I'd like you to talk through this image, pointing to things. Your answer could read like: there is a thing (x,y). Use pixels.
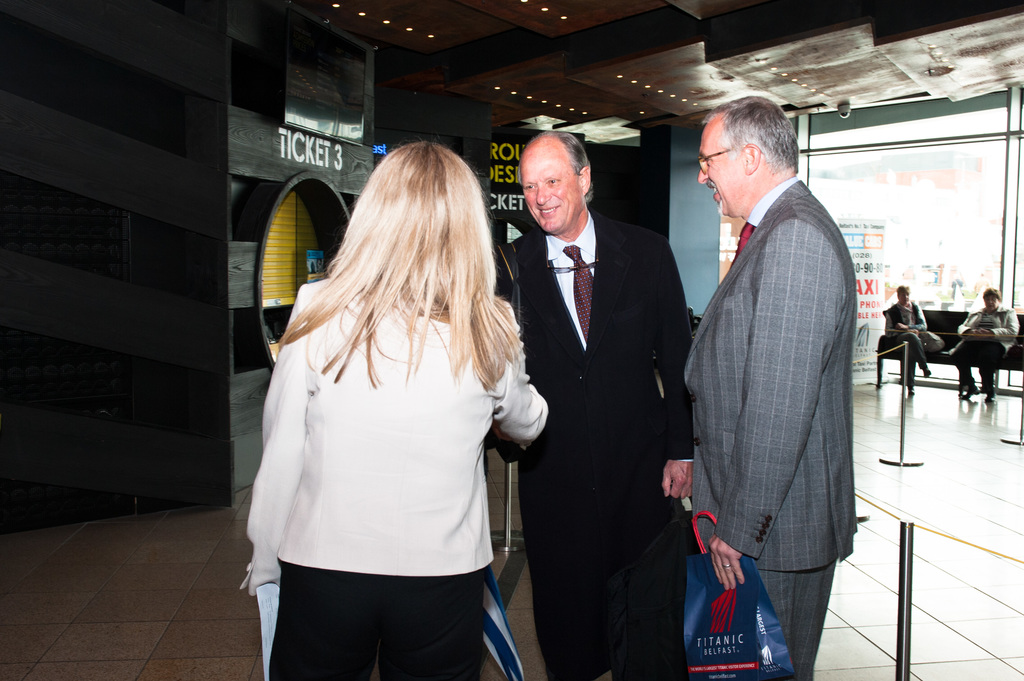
There are three people (644,363) standing on the floor (881,573) and this man (767,558) holding a bag (708,597). In the background (1002,333) there are two people (982,317), sitting on sofa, beside this sofa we can see banner (865,285), glass (872,214) and wall (694,201). At the top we can see lights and camera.
